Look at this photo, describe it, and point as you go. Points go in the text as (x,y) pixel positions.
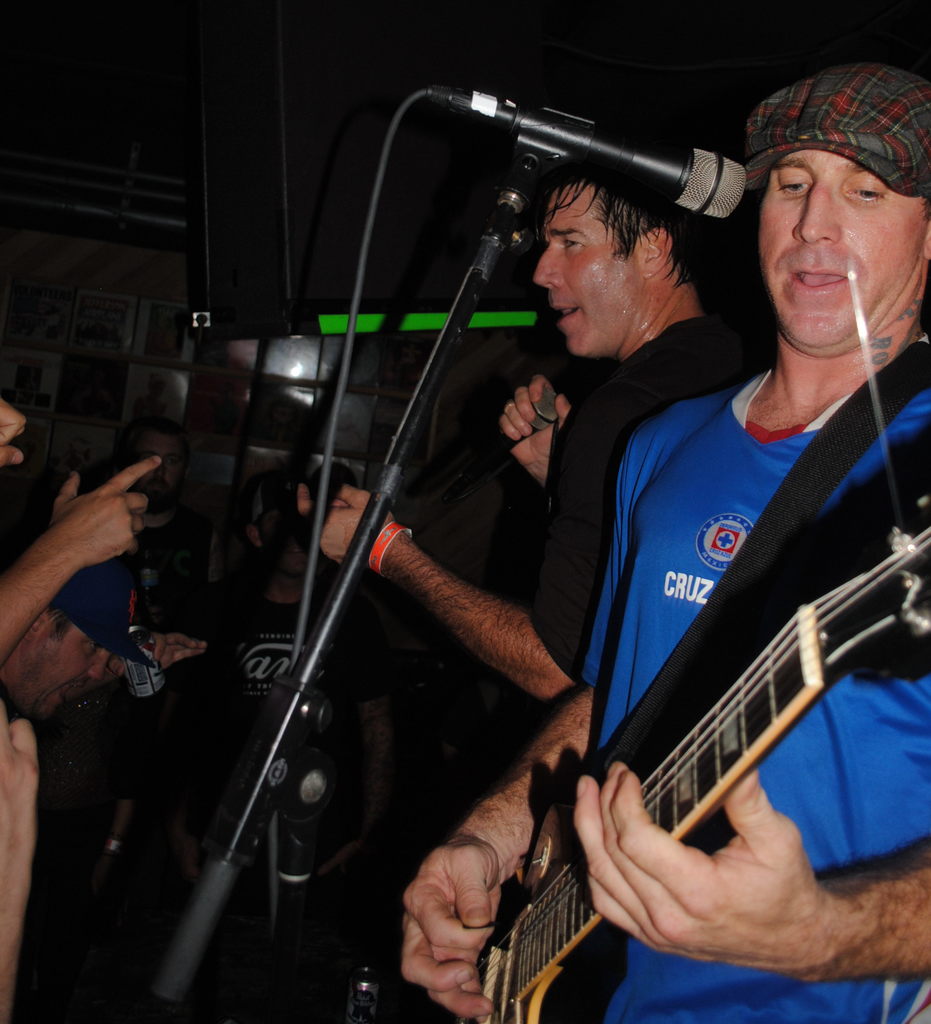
In this image I can see the group of people (484,610). One person (799,271) is standing in-front of the mic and playing the guitar (697,818).
